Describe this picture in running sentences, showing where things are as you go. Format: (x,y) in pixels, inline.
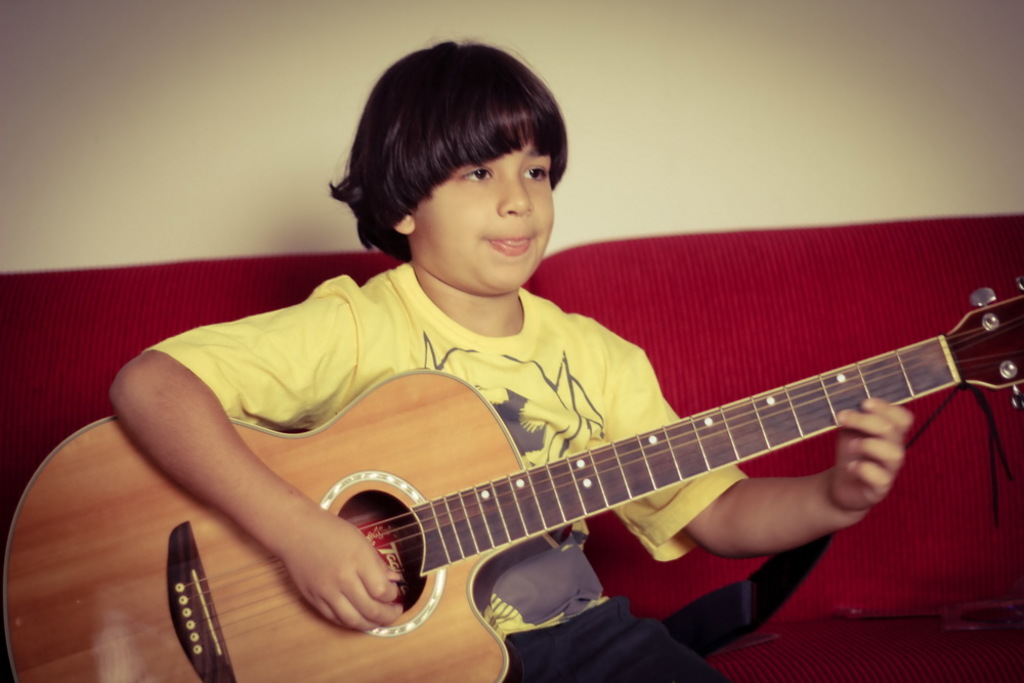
In this image we can see a child (762,487) sitting on the sofa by holding a guitar (520,518) in his hands (338,597) and playing it.
